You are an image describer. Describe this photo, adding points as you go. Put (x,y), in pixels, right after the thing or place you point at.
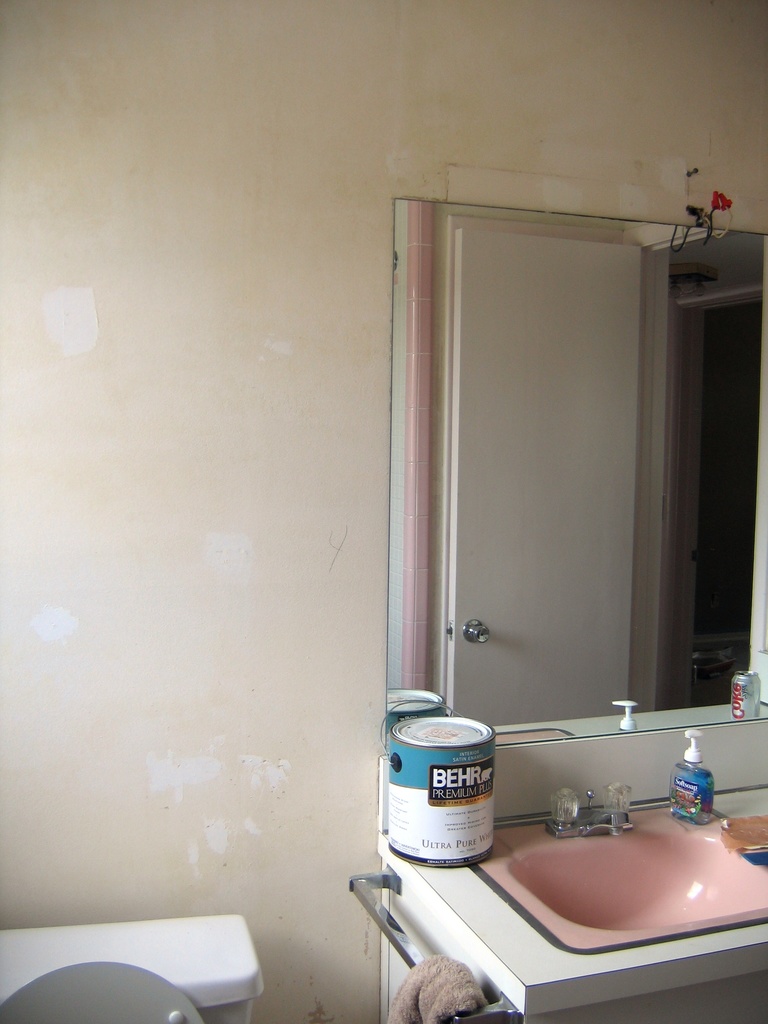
As we can see in the image, there is a sink (562,860), tap (619,825), softsoap hand wash (692,777), a paint can (449,784), mirror (600,490) and white color wall (176,466).
